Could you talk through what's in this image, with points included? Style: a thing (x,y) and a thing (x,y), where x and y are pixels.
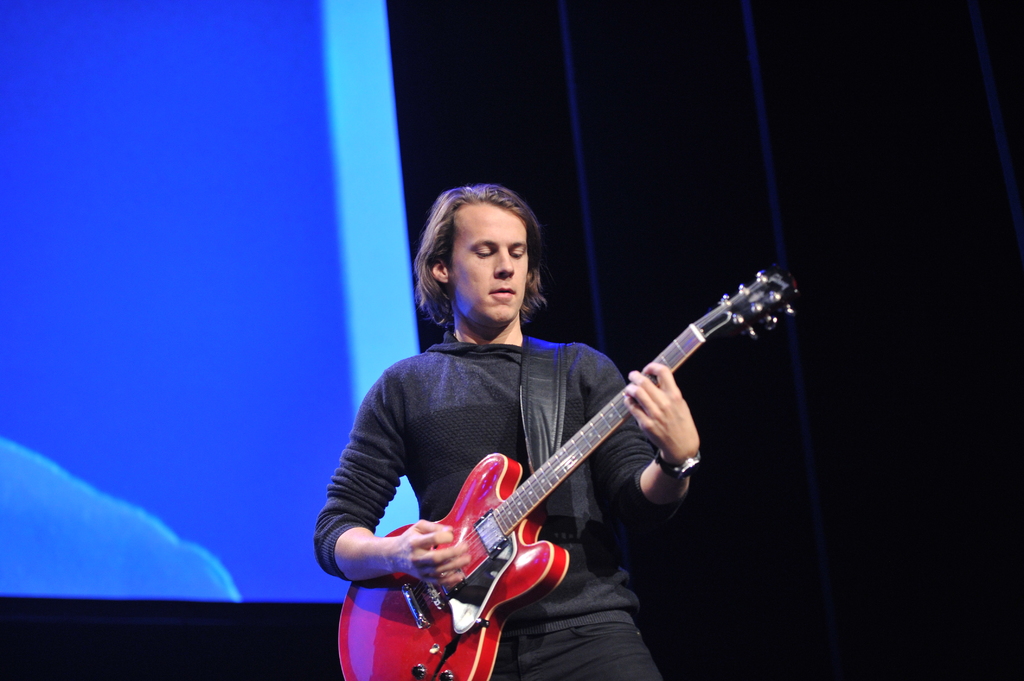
In this image I can see a man (420,458) is holding a red color guitar (599,441).
